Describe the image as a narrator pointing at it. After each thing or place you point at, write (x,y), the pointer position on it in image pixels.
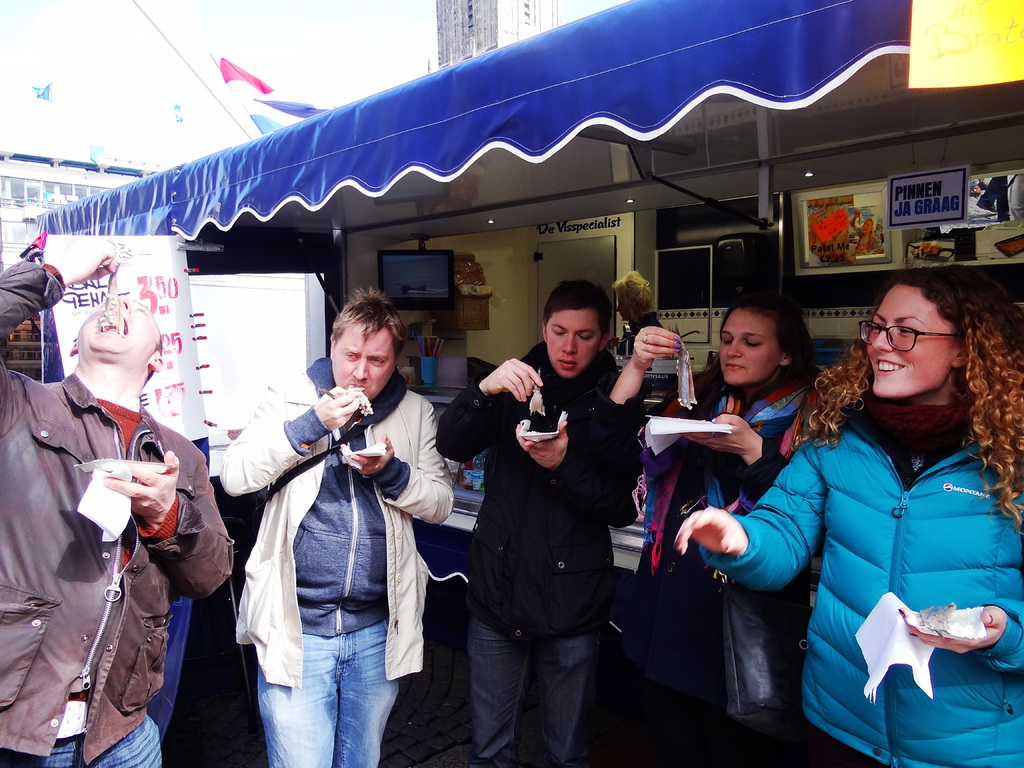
In this image I can see few people (107,389) are standing in the front (686,625), I can see all of them are wearing jackets (565,632) and I can see all of them are holding tissue papers (117,496), plates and food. In the background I can see number of boards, a television (435,253), few buildings (27,185) and on these boards (939,44) I can see something is written.
